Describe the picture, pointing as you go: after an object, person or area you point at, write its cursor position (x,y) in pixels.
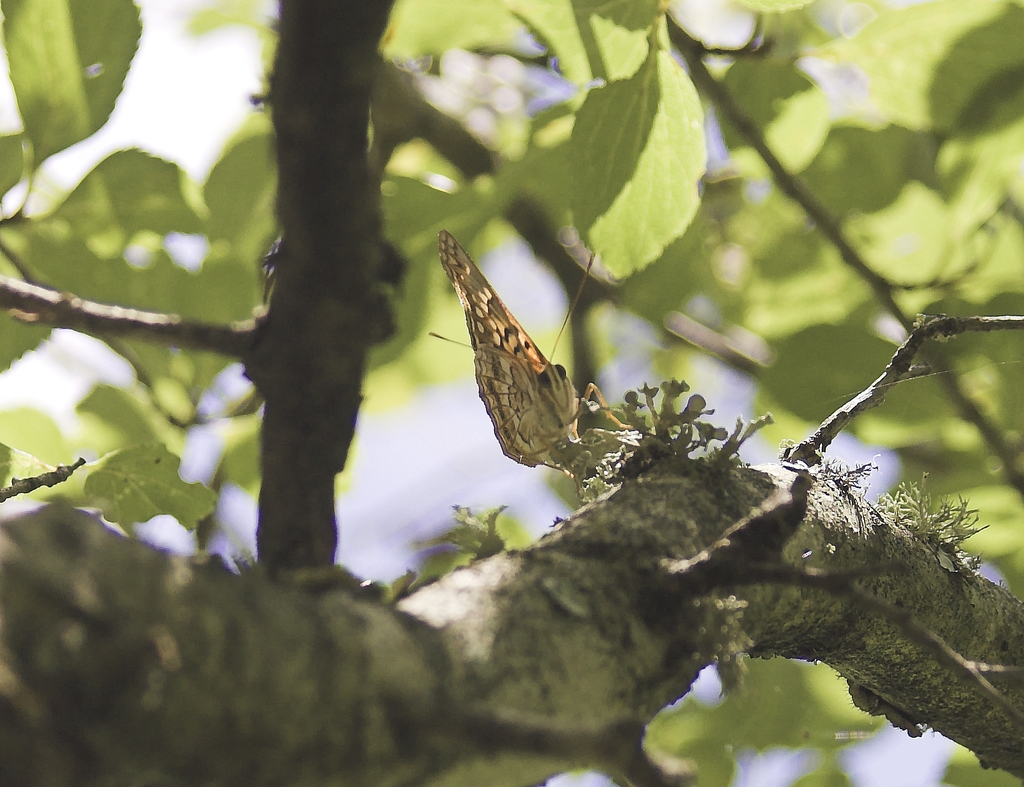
In this image I can see branches (528,200) and green leaves (416,23) of a tree (636,465). I can also see an insect (551,369) in the centre (585,276) and I can see this image is little bit blurry in the background (796,290).
